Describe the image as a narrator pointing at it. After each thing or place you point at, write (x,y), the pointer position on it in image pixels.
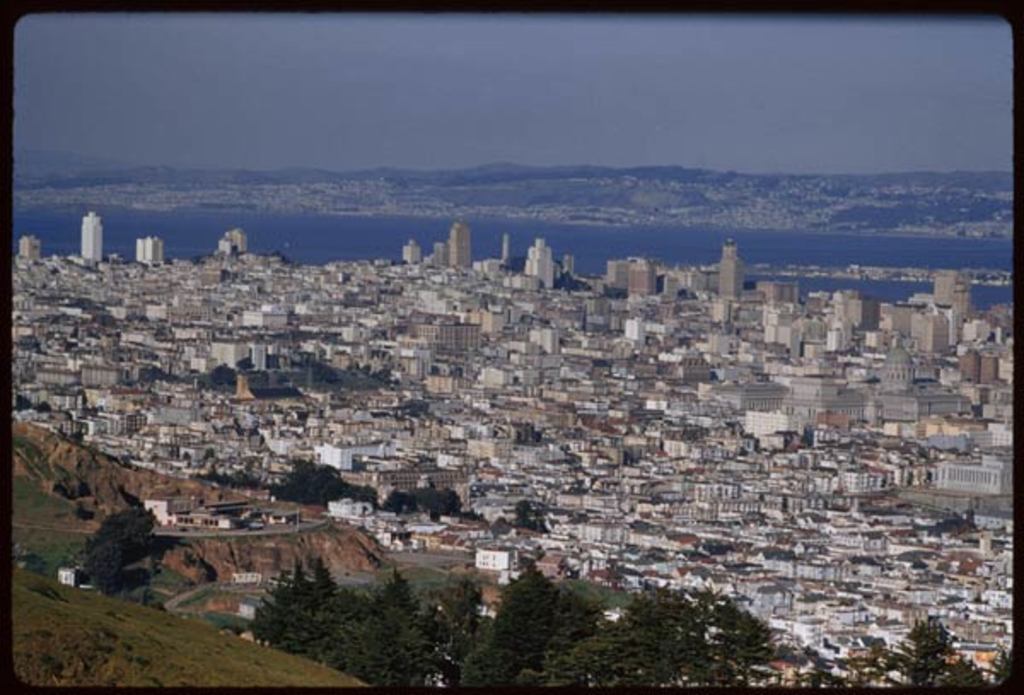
In this image we can see a many buildings (655,430) and houses (233,350), In this image we can see a tree (392,619) and a hill (287,568).
